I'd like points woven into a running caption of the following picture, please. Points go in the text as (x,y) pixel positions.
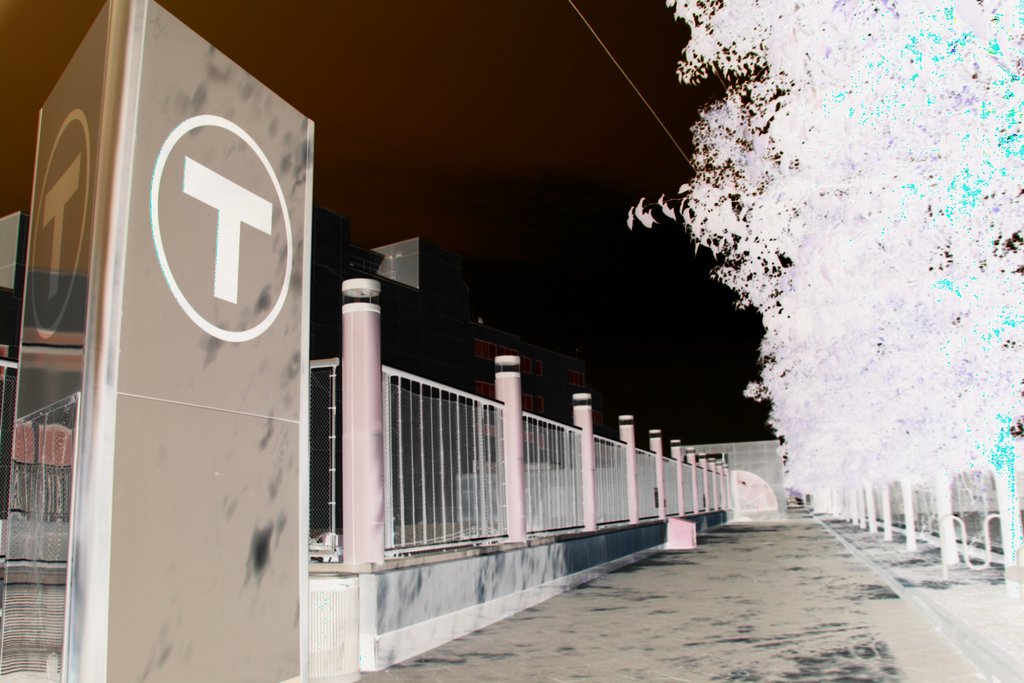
In this image we can see floor (561,638), railing (533,478), poles (517,479), hoardings (117,541), and a building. There is a dark background (312,50). On the right side of the image (891,361) there are trees (875,282).
